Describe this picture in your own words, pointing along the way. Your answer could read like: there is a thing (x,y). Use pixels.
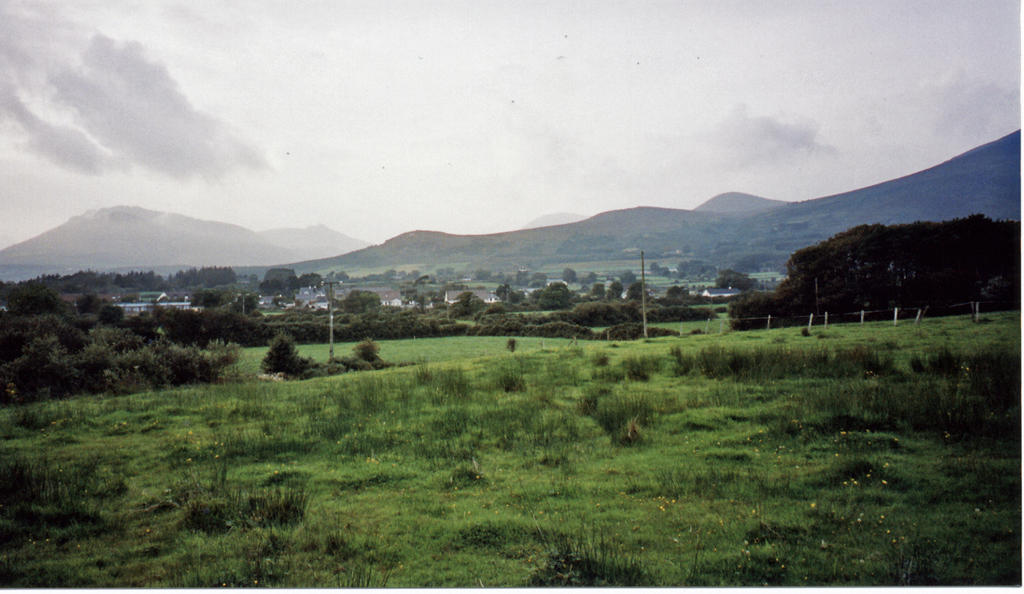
This is an outside view. At the bottom of the image (372,539) I can see the grass (397,530) and plants (33,480). In the background (154,352) there are many trees (76,335), buildings (397,298) and also I can see the hills (184,239). At the top (534,93) I can see the sky (509,58).
